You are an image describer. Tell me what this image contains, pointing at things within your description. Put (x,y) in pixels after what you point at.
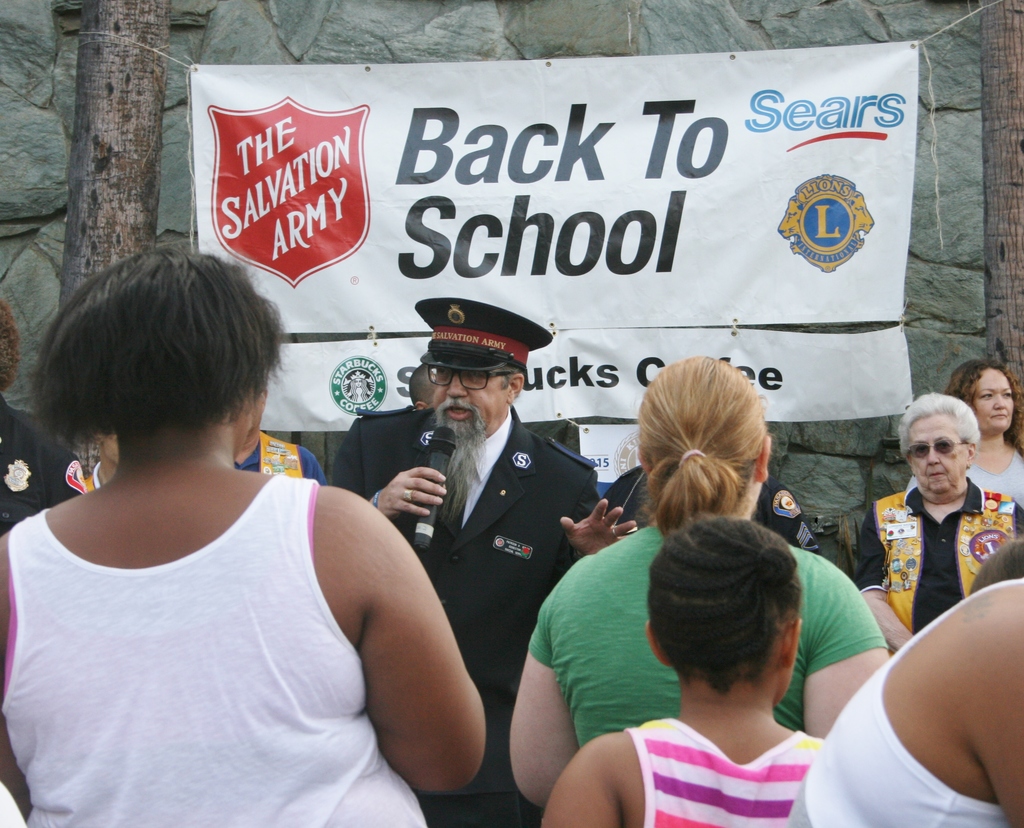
In the foreground (564,593), I can see a group of people (726,700) on the road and one person (499,810) is holding a mike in hand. In the background (774,268), I can see a banner (698,251), poles (1015,320) and a wall (15,26). This image is taken, maybe during a day.
